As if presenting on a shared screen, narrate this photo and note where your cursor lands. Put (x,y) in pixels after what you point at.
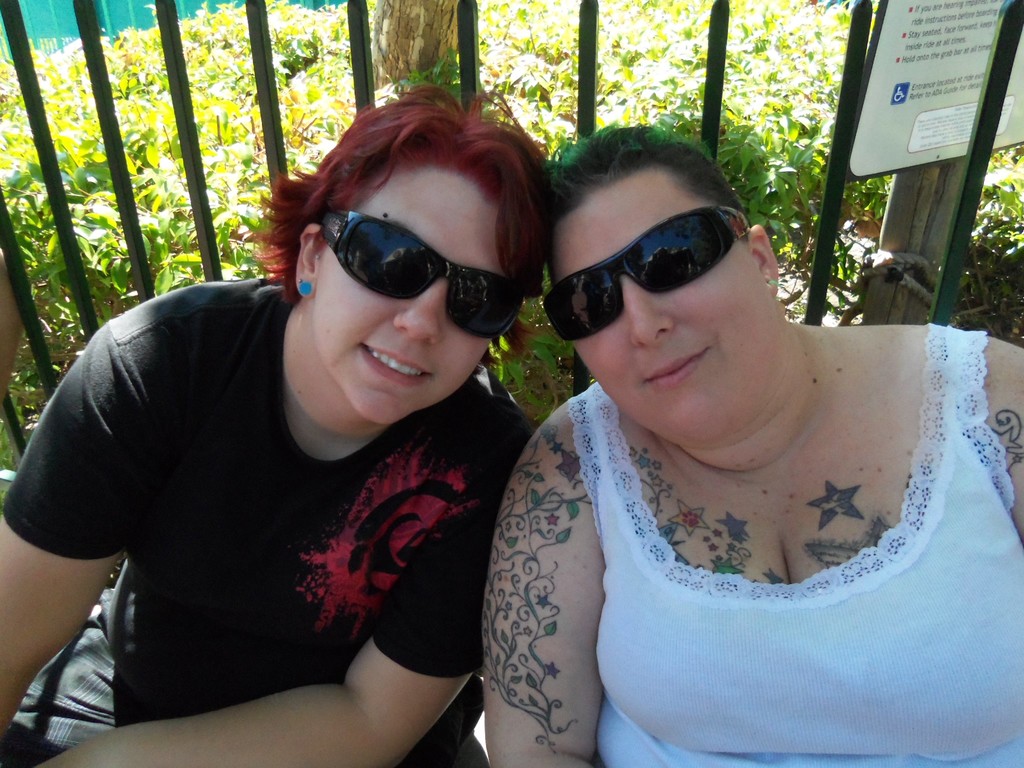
In this image we can see two women (462,334) sitting wearing the glasses (609,287). On the backside (1017,297) we can see some metal poles (981,92), a board (965,116) with some text (965,116) on it, a wooden pole (893,209), some plants (497,86) and a fence (40,42).
